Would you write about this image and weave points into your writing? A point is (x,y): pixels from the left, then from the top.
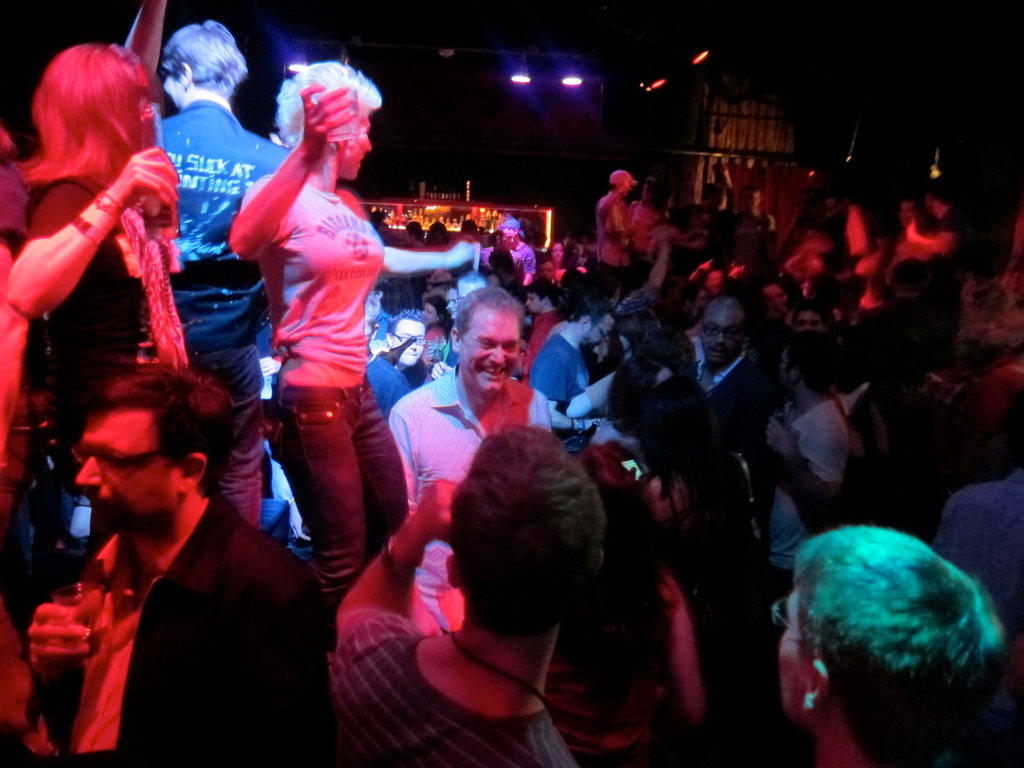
In this image there are so many people (438,385), some are dancing and some are standing with a smile on their face (585,336). In the background (408,214) there is a stall (454,223) and there are few focus lights (575,75).
